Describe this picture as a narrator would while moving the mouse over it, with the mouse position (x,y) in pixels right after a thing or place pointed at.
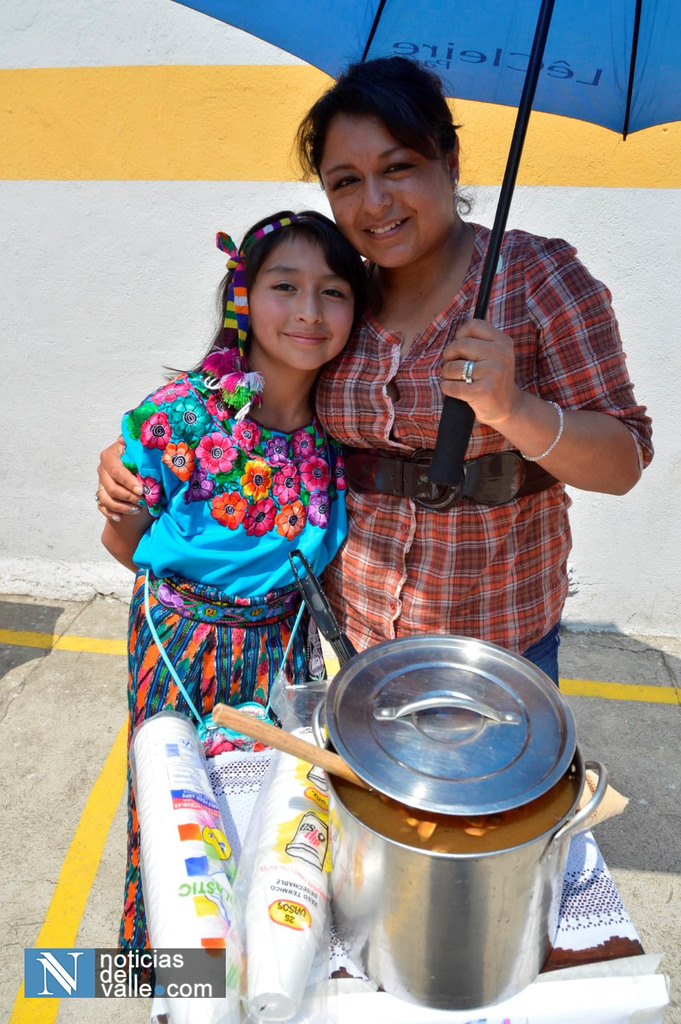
This image is taken outdoors. In the background (73,258) there is a wall (637,211). In the middle of the image (323,387) a girl (303,331) and a woman (347,547) are standing. They are with smiling faces (369,207). A woman (446,393) is holding an umbrella (530,81) in her hand (502,364). At the bottom of the image (48,1013) there is a floor (30,735). There is a table (554,932) with a tablecloth (611,921), a vessel (427,882) of soup (503,827) and glasses (318,837) on it.
